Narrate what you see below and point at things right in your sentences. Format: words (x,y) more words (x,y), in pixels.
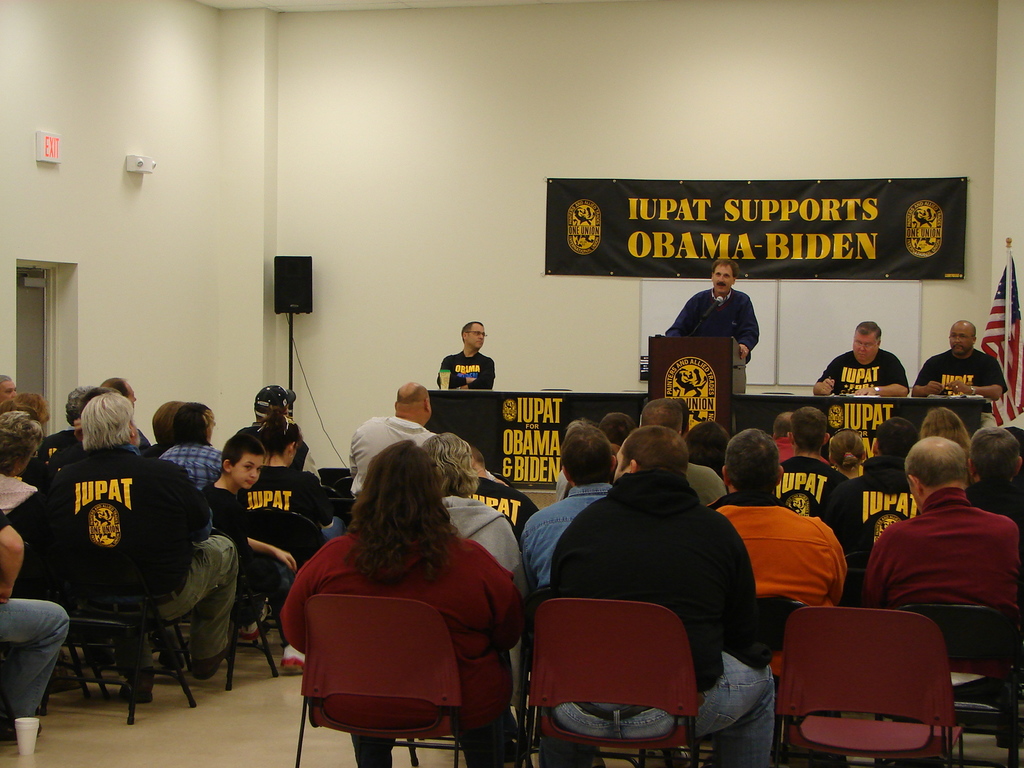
In this image I can see number of people (989,386) are sitting on chairs (887,686). In the background (315,375) I can see a speaker (302,306) and a wall (524,229).
